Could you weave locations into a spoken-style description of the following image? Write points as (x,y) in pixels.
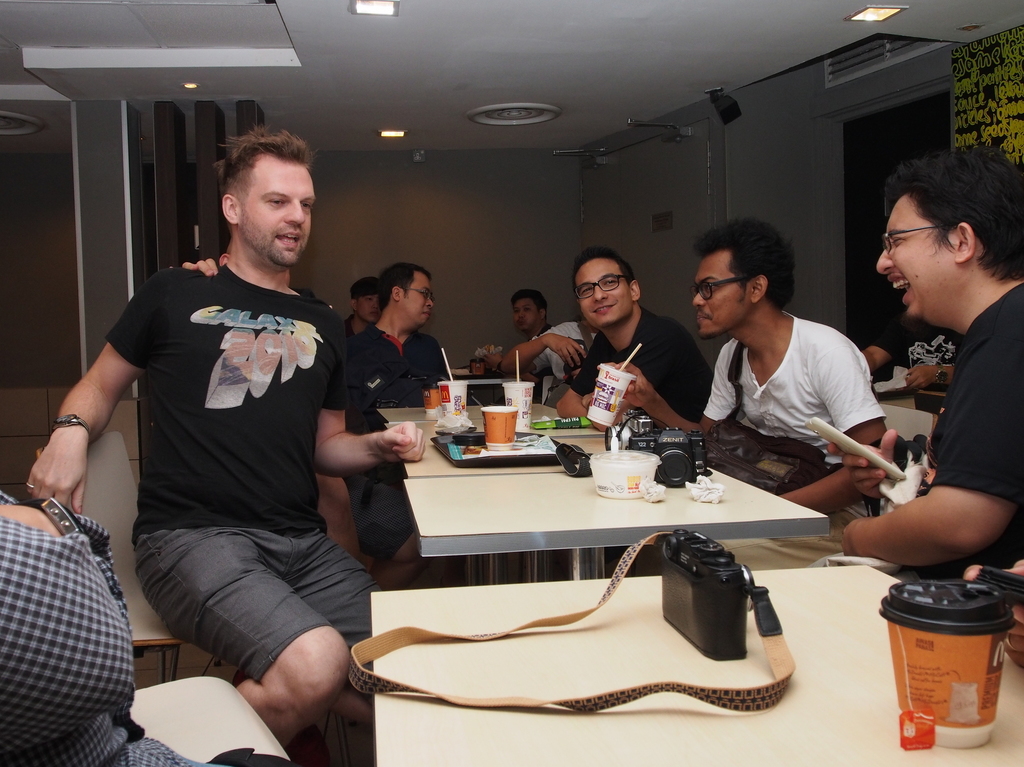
In this picture, there are group of people (901,265) sitting on chair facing each other. In the middle of the image (509,486), there is a table (515,527) on which tray (510,464), paper glasses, straw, box (638,482) and camera (670,463) is kept. The roof top (608,26) is white in color, on which light (381,15) is fixed. The background wall (317,209) is ash in color. In the right top (865,138) we can see a doorway (882,142), which is black in color. At the bottom of the image (692,733), there is another table (701,752) on which camera holder (702,690) is kept and cup (956,703) is kept.
